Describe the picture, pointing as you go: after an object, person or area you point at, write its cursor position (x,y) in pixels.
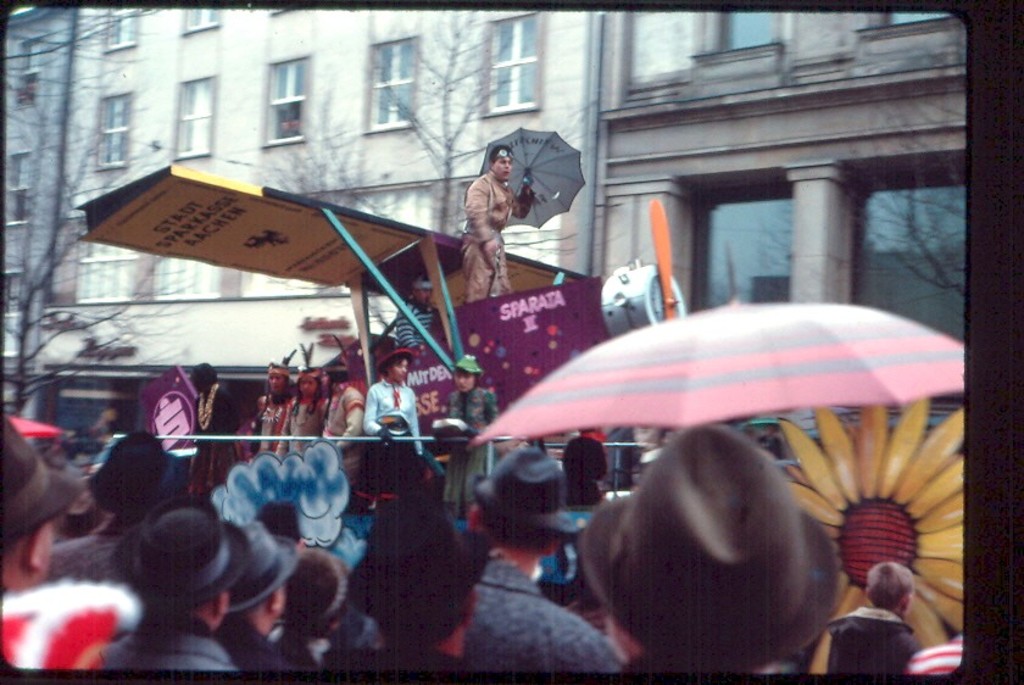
In this picture there are people (490,498) at the bottom side of the image (62,577) and there is an aircraft vehicle (328,204) in the center of the image (467,304), on which there are people (397,337) and there are trees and buildings (187,288) in the background area of the image (82,220).
